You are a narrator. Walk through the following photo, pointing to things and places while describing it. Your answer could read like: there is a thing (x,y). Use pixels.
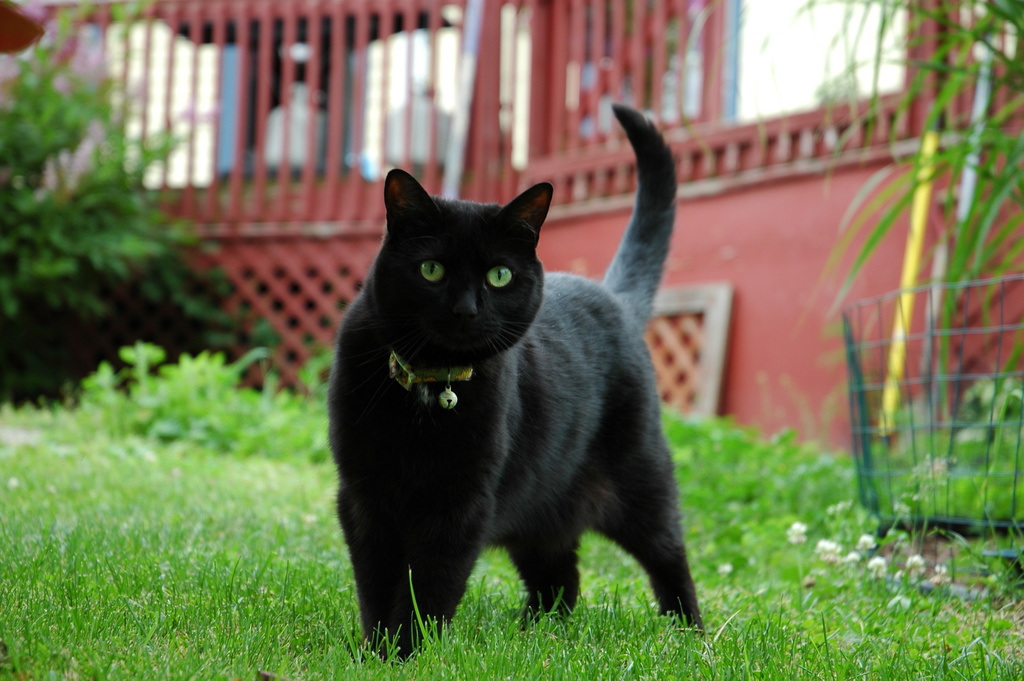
In this image, we can see a black cat (443,462) is standing on the grass (963,626). Background (811,303) there is a blur view. Here we can see wall (808,234), plants (21,328), grill (948,348) and some objects (968,348).
